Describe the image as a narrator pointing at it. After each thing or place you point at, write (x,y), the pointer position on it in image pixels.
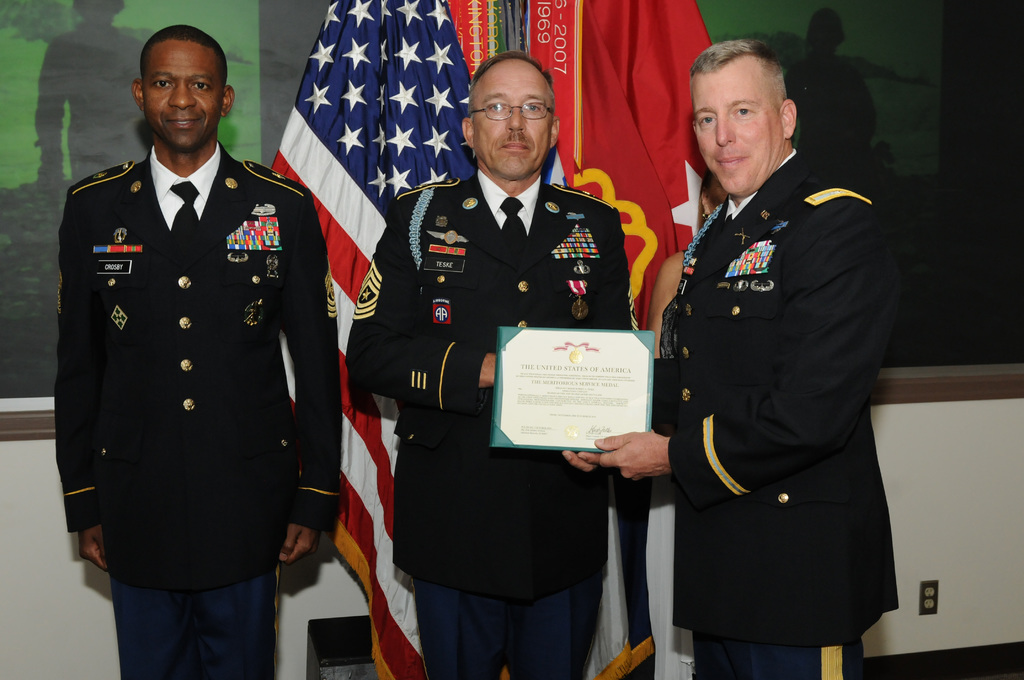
The man (836,426) on the right corner of the picture (837,354) wearing black blazer (741,356) is presenting a certificate (587,385) to the man (586,474) beside him. The man (99,217) on the left corner of the picture (179,356) wearing uniform (121,368) is standing and he is smiling. Behind them, we see flags (374,115) in white, blue and red color. Behind that, we see a white wall (979,487) and a wall (106,99) in green color. This picture is clicked in the conference hall (277,103).
